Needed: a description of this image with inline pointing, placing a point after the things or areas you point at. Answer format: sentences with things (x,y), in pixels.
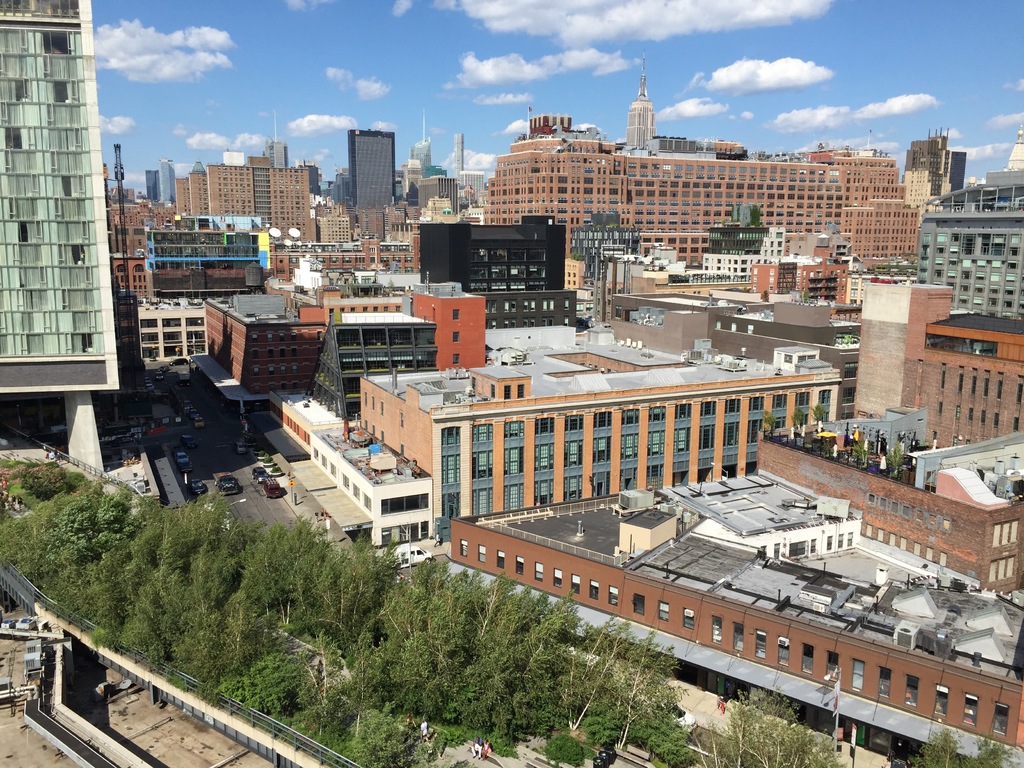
This is a aerial view image of a city (43,186), there are trees (39,569) in the front (379,717) followed by buildings (619,281) in the background (508,264) all over the image and above its sky (465,62) with clouds (199,54).
